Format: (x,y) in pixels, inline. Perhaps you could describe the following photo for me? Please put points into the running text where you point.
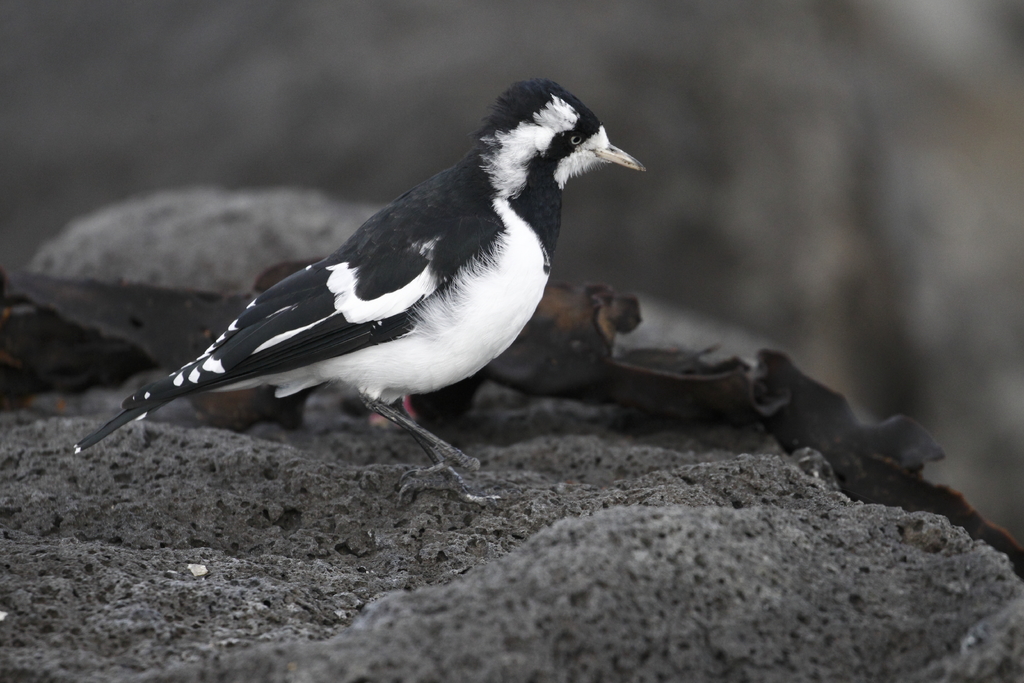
There is a black and white bird (394,366). The background (135,53) is blurred.
